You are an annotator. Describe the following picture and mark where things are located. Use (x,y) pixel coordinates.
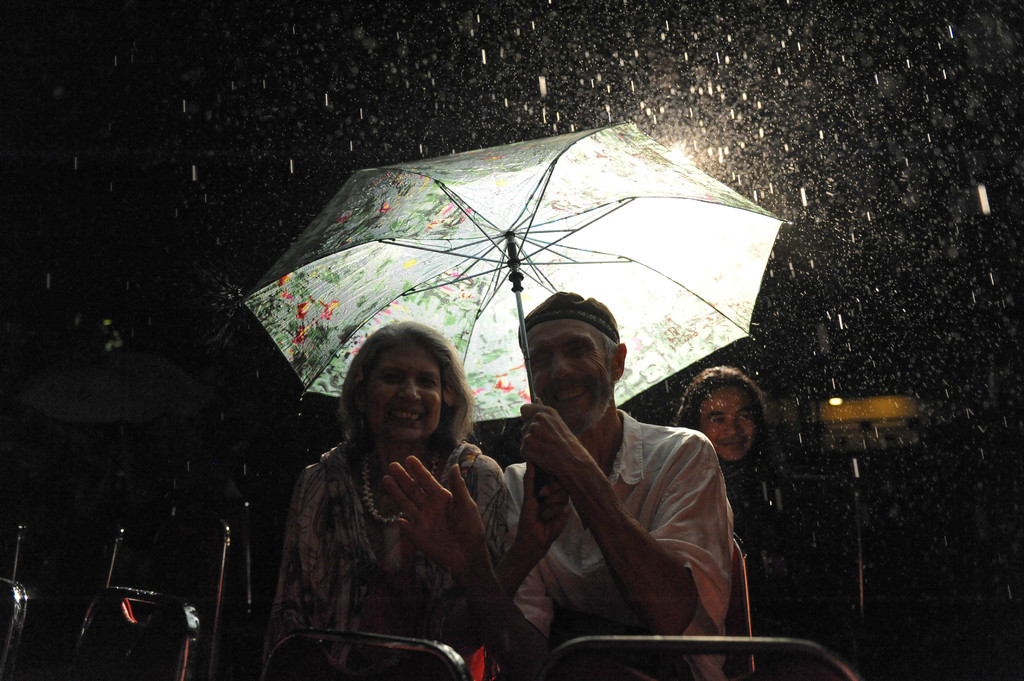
In this image we can a man (581,465) and a woman (401,546) are sitting. The man (636,619) is wearing a white color dress (632,481), cap (599,323) and holding umbrella (527,300). In the background (705,426), we can see one person (736,434). There are chairs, people (111,520) and umbrella (106,405) on the left side of the image (139,375). The background (101,210) is dark.
